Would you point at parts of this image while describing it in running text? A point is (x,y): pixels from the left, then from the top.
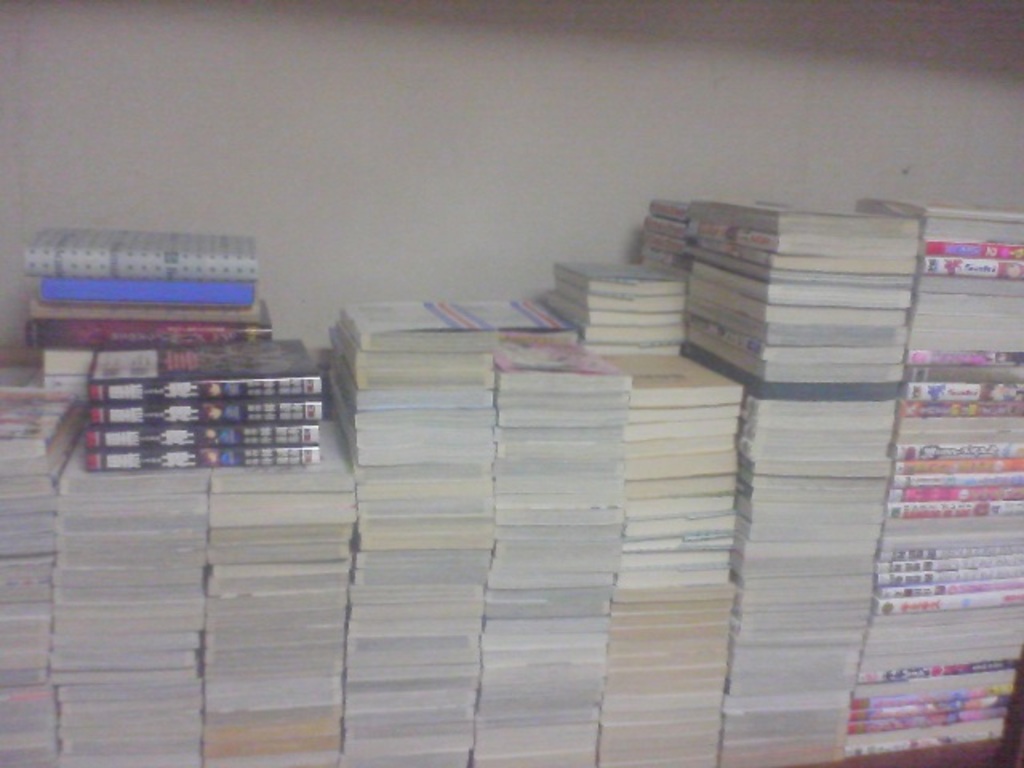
In this image I can see a number of books (372,357).
